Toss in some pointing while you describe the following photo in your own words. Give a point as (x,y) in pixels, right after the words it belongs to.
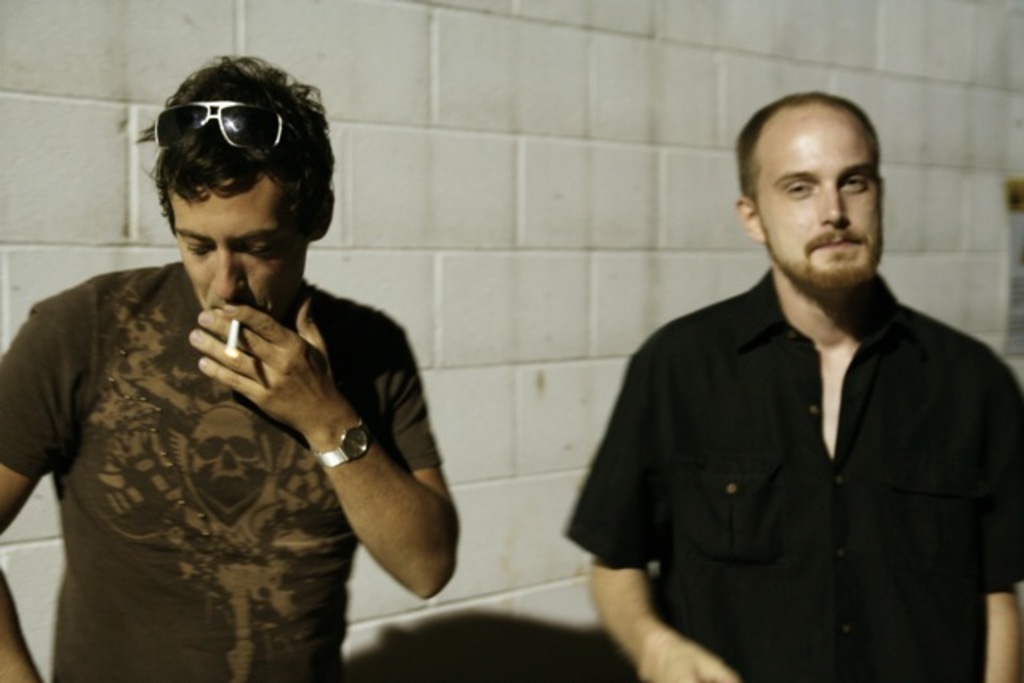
In the image there is a man (845,244) in black shirt (808,532) standing on the right side (822,344) and another man (249,340) in t-shirt (244,493) smoking cigarette (236,354) on the left side (253,326), behind them there is wall (544,233).
